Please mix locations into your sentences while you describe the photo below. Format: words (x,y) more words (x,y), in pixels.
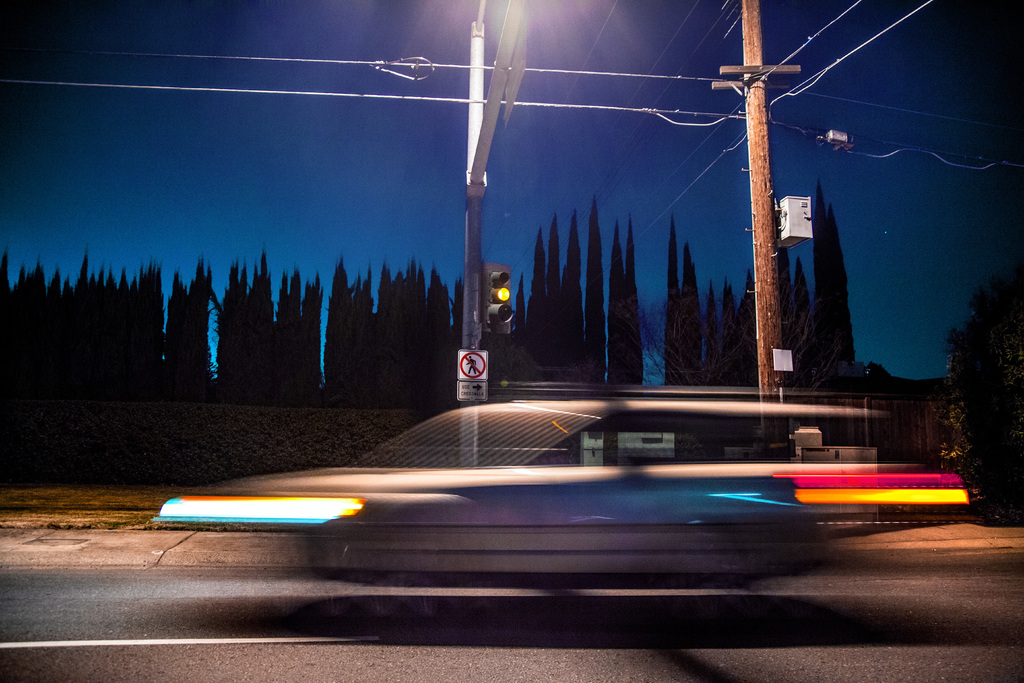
In this picture we can see a vehicle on the road (557,639) and it is blur and in the background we can see a traffic signal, sign board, electric poles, trees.
